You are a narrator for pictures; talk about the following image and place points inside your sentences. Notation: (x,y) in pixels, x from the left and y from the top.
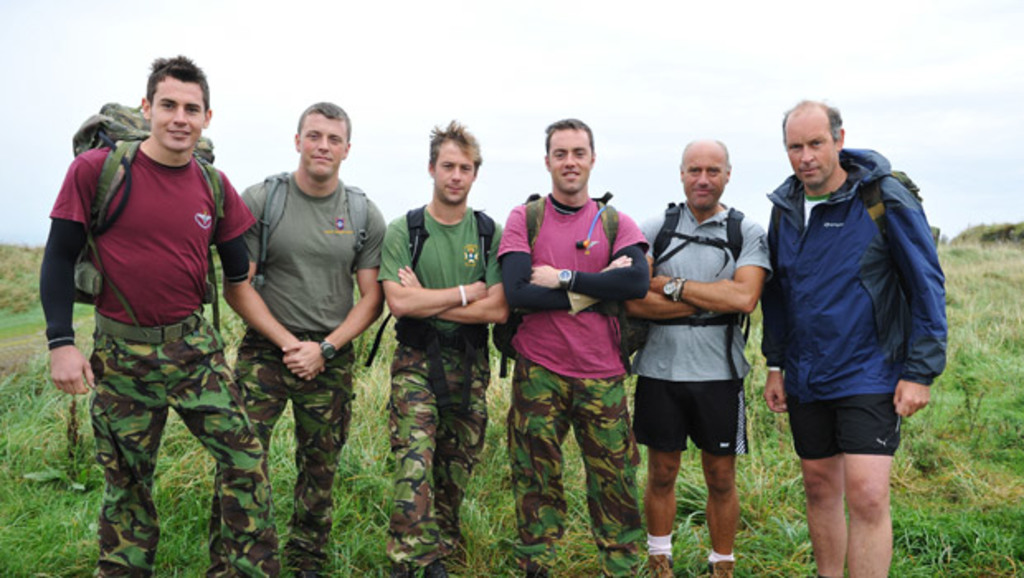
This image is clicked outside. There is grass (470,508) at the bottom (680,462). There are some persons (590,339) standing in the middle (543,260). They are wearing backpacks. There is sky (684,107) at the top (663,153).
